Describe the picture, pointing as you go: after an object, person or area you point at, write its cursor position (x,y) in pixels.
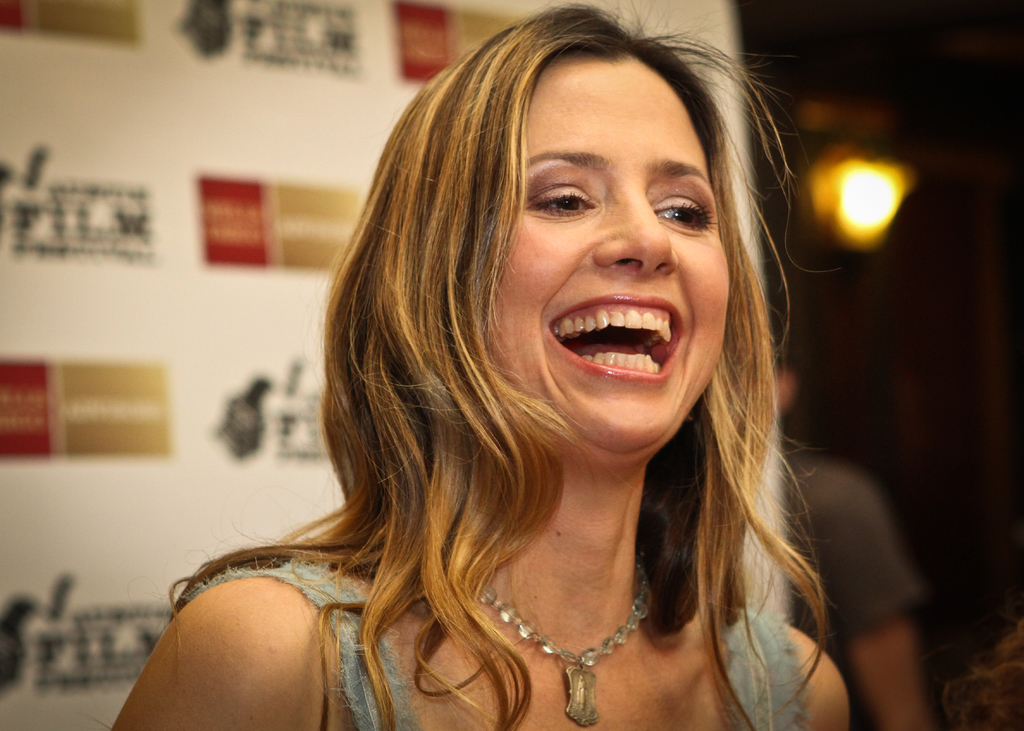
In this image we can see a woman (599,497). She is wearing a grey color top (764,683) and jewelry (608,646). In the background (122,393), we can see a banner (336,253) and a person (838,491). We can see a light (871,179) in the right top of the image (832,173).
